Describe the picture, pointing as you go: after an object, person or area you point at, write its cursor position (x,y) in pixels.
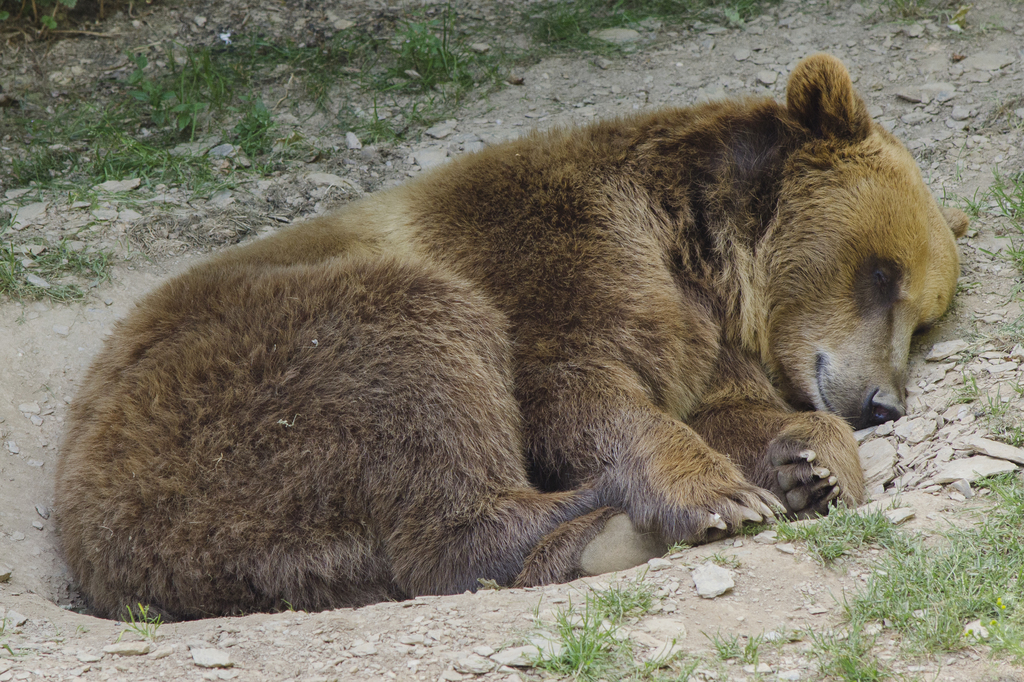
In this image there is a bear (626,247) and it is sleeping. At the bottom of the image (908,622) there are grass (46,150) and stones (384,671) on the surface (574,598).
